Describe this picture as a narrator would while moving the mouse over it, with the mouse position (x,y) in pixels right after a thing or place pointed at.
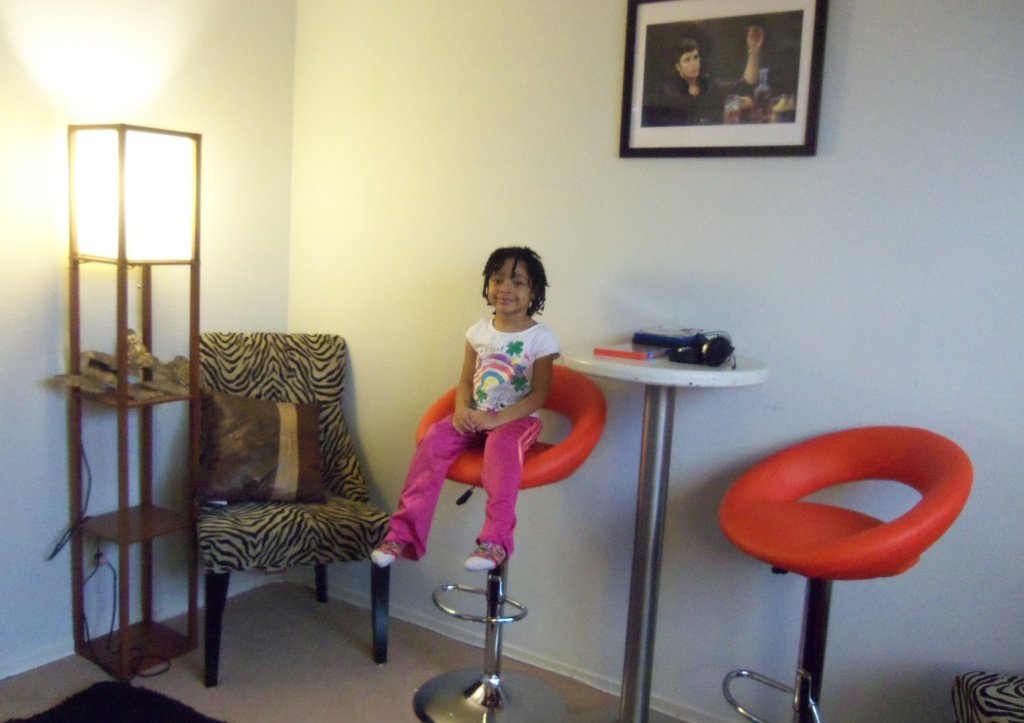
In this image there is a little girl (496,433) sitting in a chair (558,459). At the background (584,189) there is a wall (495,146) and a photo frame (630,42) on it. To the left side (160,220) there is a light (125,172) and a chair (236,509) with a pillow (300,452) on it, beside the child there is a table (694,375) on which there are things (691,349).
